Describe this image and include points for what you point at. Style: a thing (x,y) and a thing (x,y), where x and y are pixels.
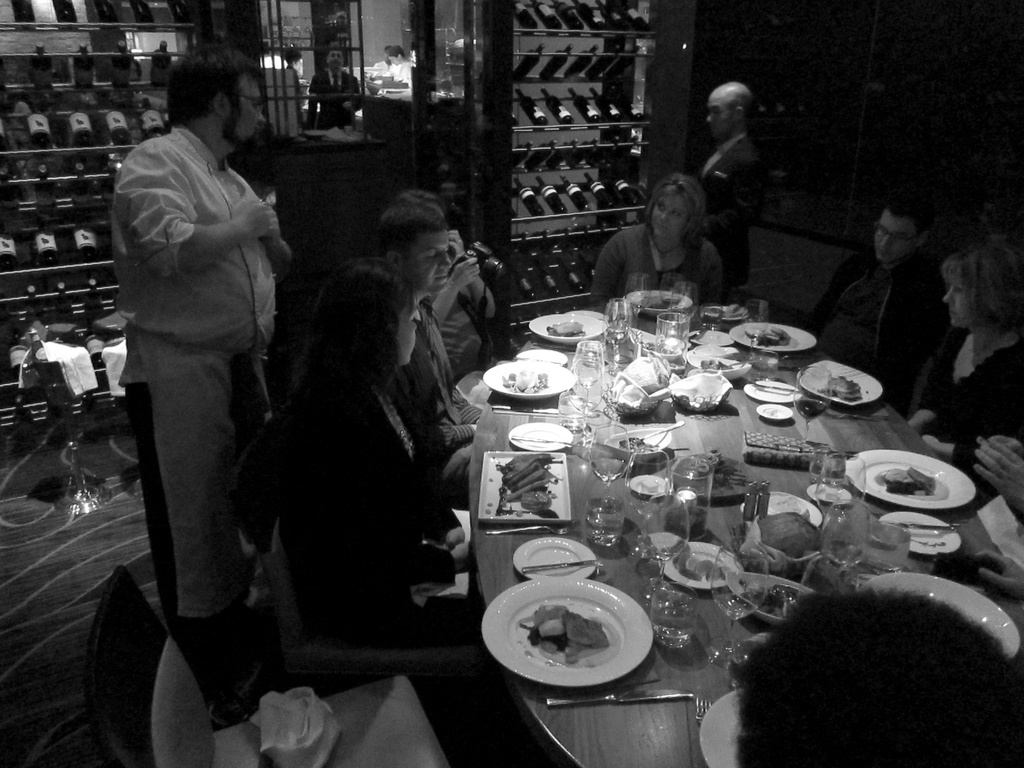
In this image I can see number of people (692,236) where some of them are standing and rest all are sitting. Here on this table (534,689) I can see number of plates (651,291), glasses (658,346) and napkins (629,385).
